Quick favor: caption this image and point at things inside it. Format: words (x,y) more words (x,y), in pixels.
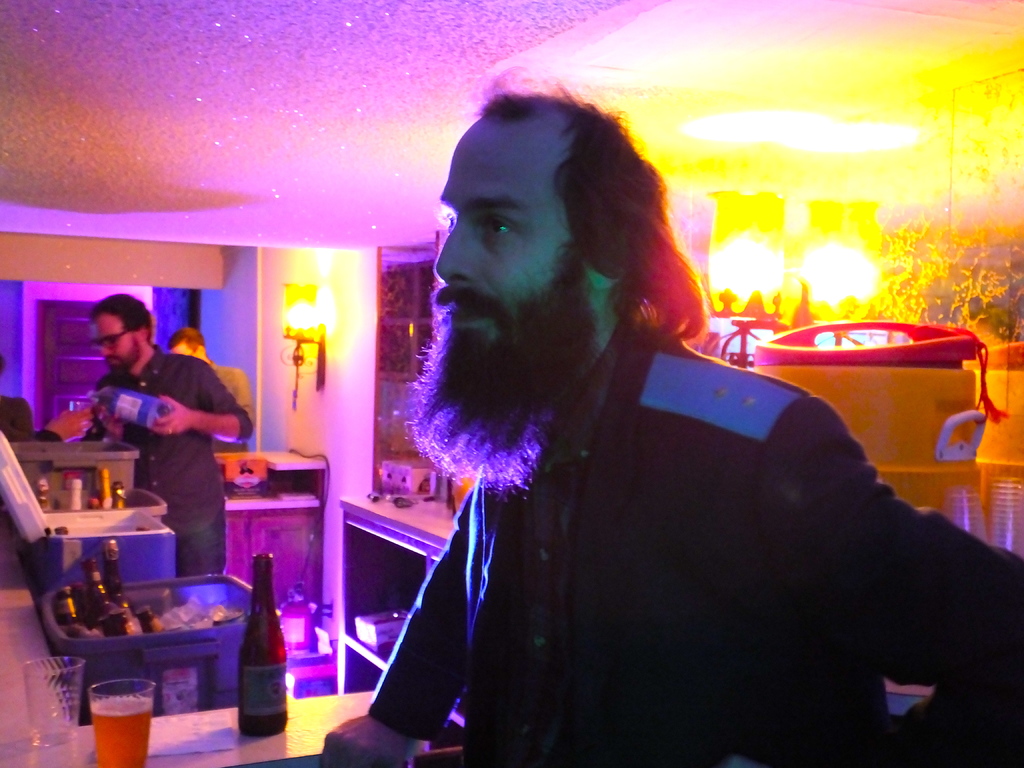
In this image, we can see persons (214,366) wearing clothes (732,458). There is a person (193,440) on the left side of the image (179,385) holding a bottle (134,408) with his hand (171,419). There is table (232,753) in the bottom left of the image (217,746) contains bottle (240,693) and glasses (43,746). There is a drum (863,410) on the right side of the image (864,408). There are containers (79,557) contains bottles (107,605). There is a light (291,319) on the wall (271,316). There is a ceiling (529,40) at the top of the image (419,32).
